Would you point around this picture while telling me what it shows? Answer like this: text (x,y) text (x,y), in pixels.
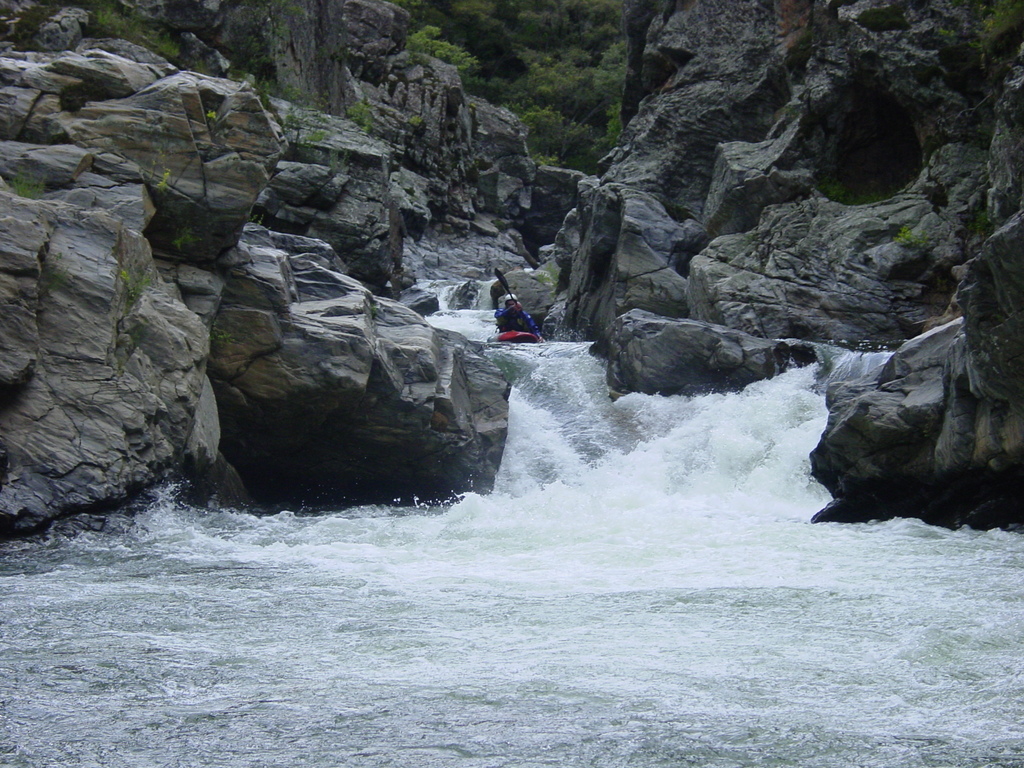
In this image we can see a person (525,322) riding a boat (508,331) on the water (537,364) and holding a paddle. And we can see there are rocks (445,125) and trees (590,136).
